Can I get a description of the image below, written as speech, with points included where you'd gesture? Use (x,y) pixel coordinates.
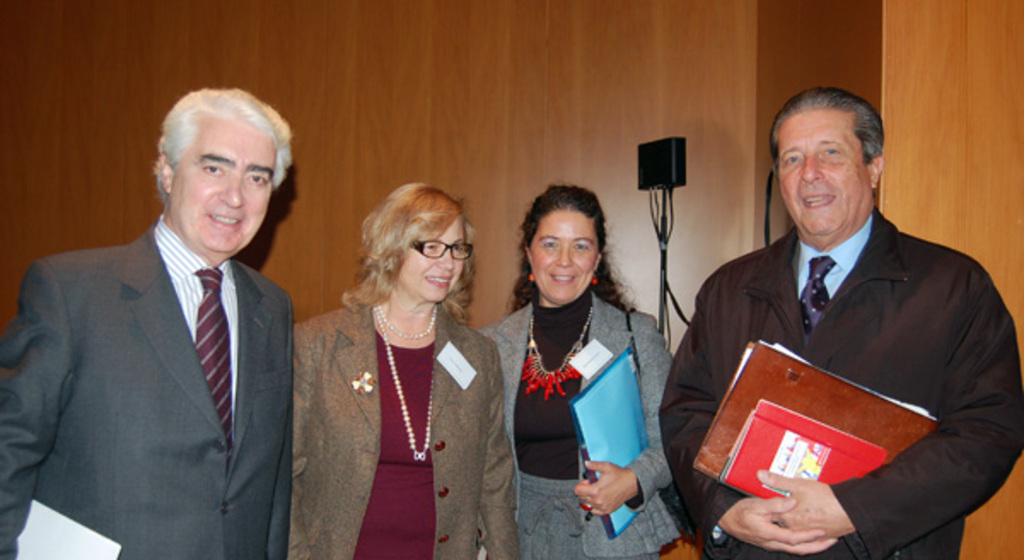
In the foreground of the picture (391,336) there are two men (81,404) and two women (478,410), behind them there is a speaker (677,163). In the background (569,87) it is wall (422,64).
